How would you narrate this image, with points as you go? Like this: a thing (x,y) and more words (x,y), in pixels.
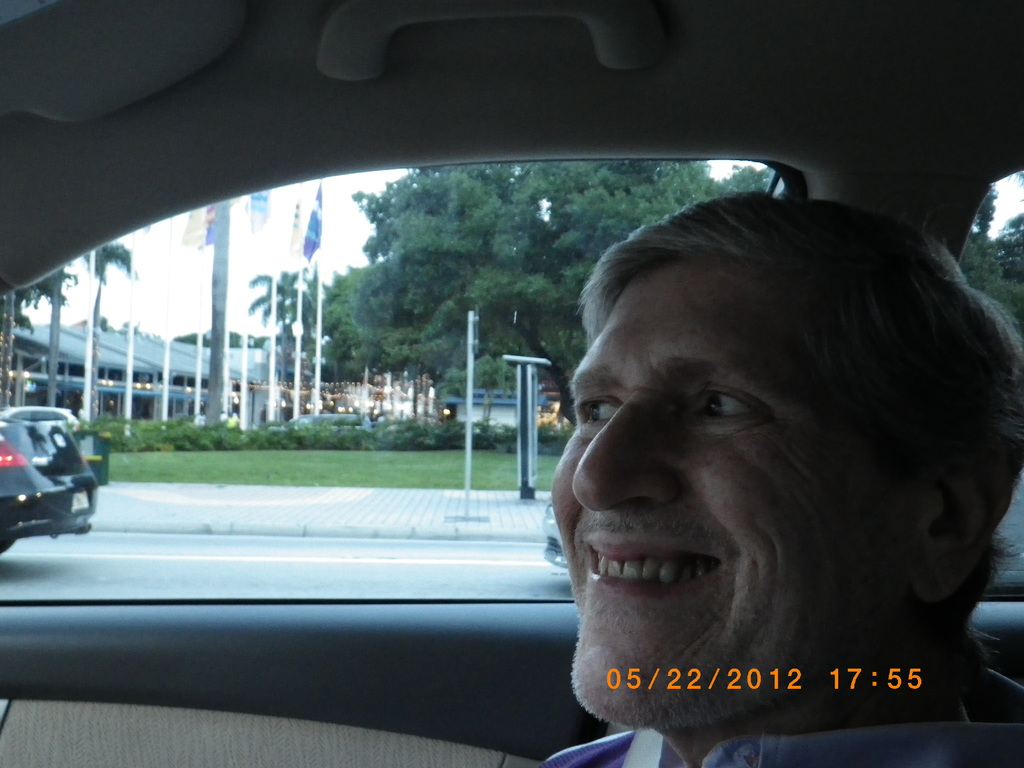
The man (884,276) who is sitting in the car (551,681) is smiling. Beside him, we see cars (63,427) moving on the road (387,572) and beside that, we see buildings (73,353) and flags (254,198) and beside that, we see trees (463,279).
